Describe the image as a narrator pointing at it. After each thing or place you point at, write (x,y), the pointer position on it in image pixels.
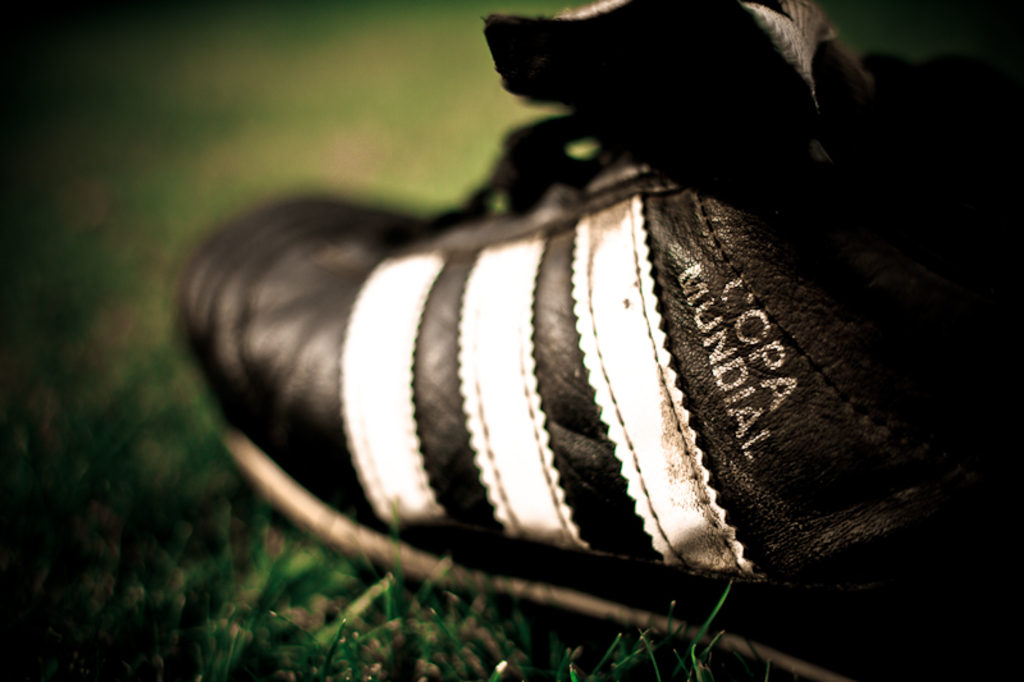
In the image there is a black shoe (630,393) on the grassland (91,522).
